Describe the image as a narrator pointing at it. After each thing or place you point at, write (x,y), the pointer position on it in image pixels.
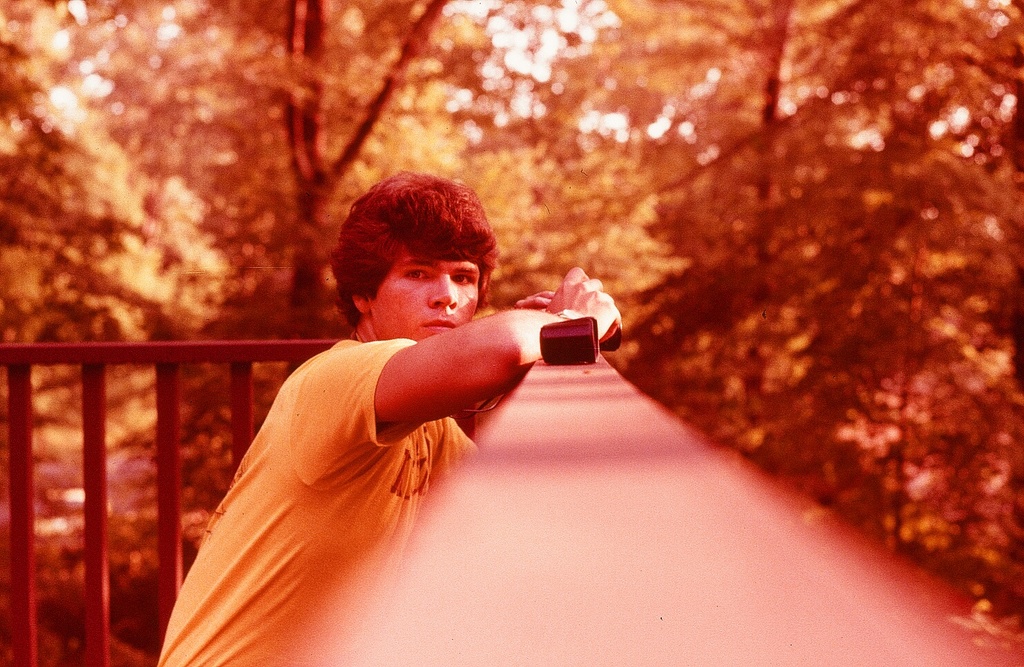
In this image I can see the person (339,454) wearing the dress (336,536). In the background (88,409) I can see the railing (163,371) and many trees (596,162).
